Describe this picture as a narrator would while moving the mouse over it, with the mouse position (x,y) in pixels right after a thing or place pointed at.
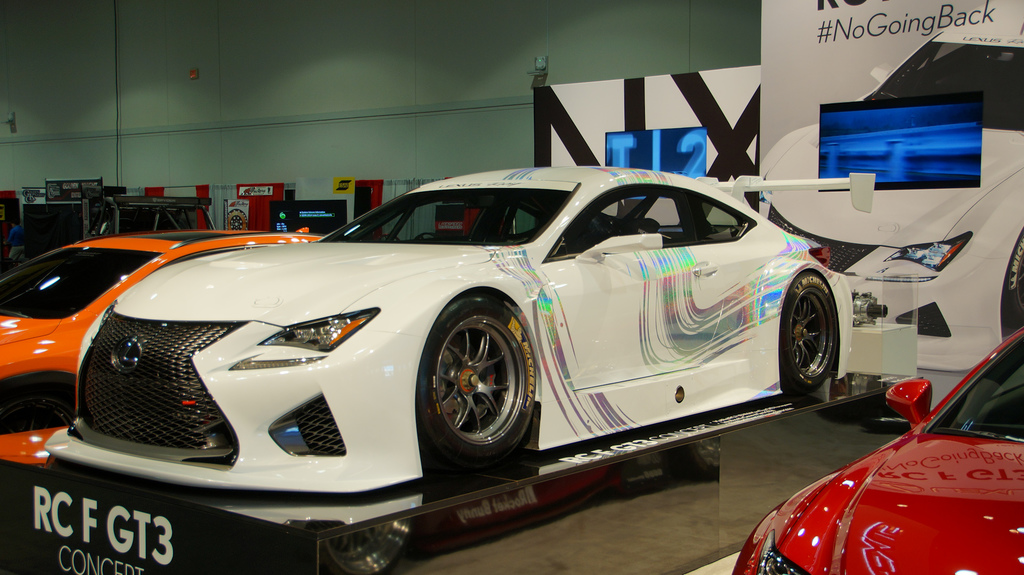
It's a car (363,429) which is in white color. There is an orange color car (68,304) in the left side of an image (70,317).
